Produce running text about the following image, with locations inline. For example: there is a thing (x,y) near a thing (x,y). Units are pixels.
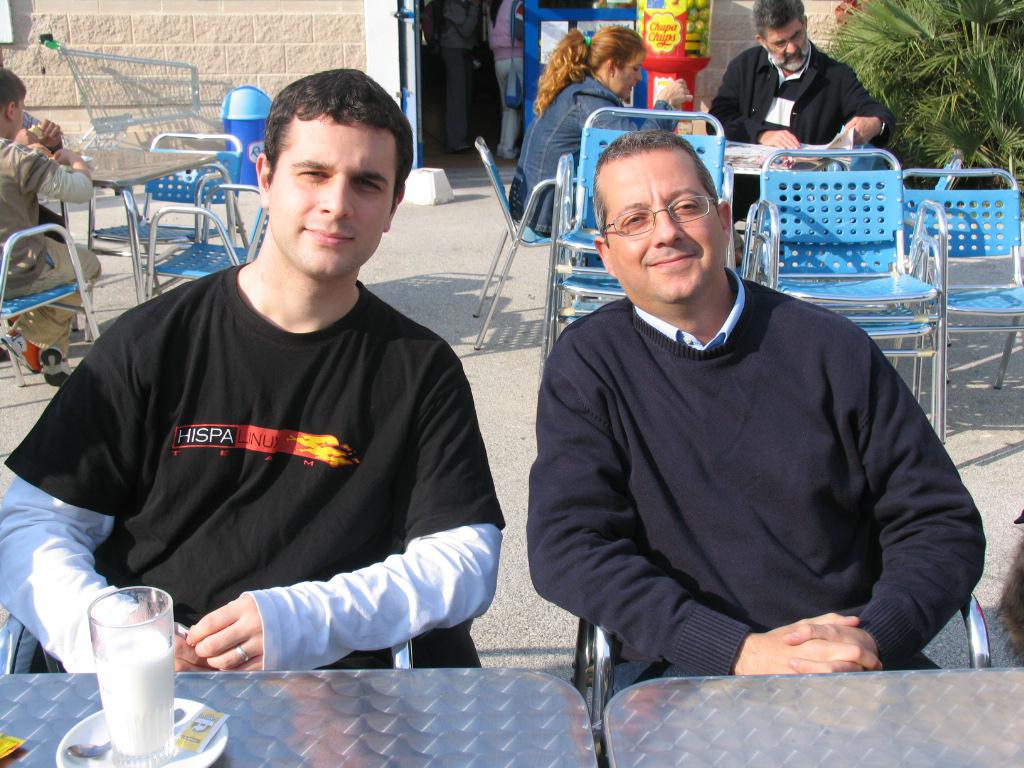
In this image there are people (661,469) sitting on chairs (903,223) and there are tables (468,680), on that table (241,708) there is a glass (150,712), in the background (176,37) there a wall (253,8) for that wall (717,15) there is a door (576,22), in the top right (864,55) there is a plant (960,121).
